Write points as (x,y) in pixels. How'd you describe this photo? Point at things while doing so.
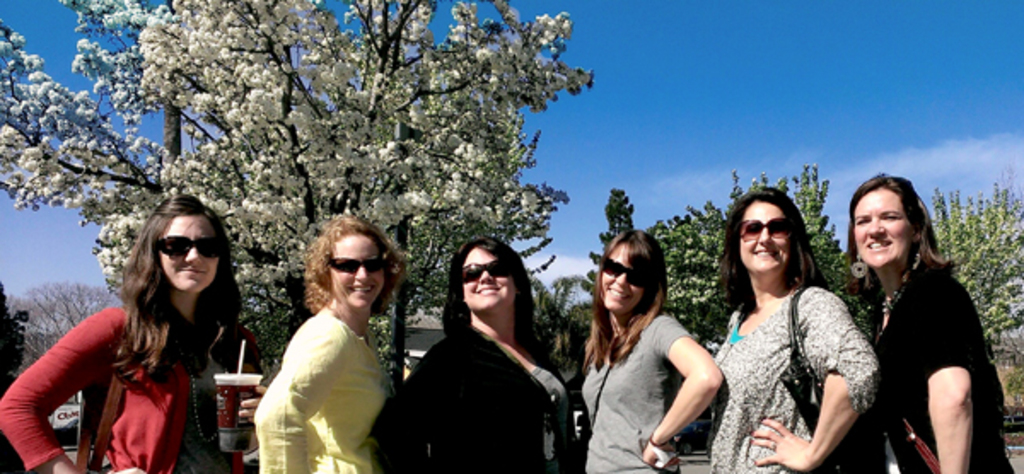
In this image I can see group of people (812,342) standing. The person (138,442) at left (73,340) holding a glass (237,419), background (366,158) I can see trees (563,196) in white and green color, sky (685,74) in white and blue color.
